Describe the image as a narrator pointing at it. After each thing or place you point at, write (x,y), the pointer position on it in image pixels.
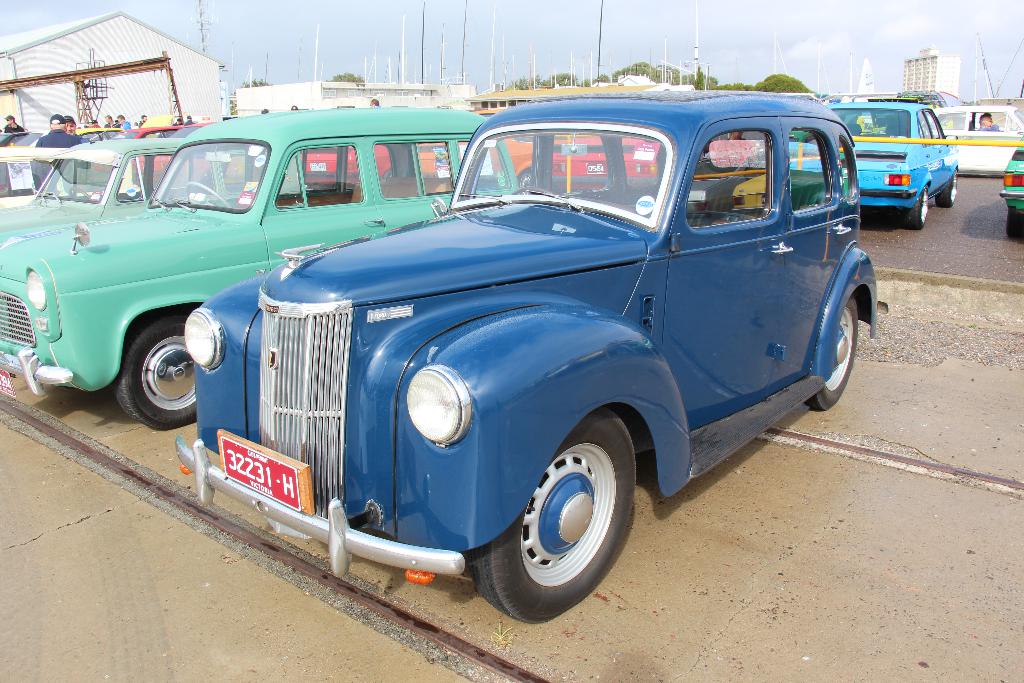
In the picture we can see a path (768,627) with some vintage cars (194,238) are parked on it and in the background (906,87), we can see some people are standing and near to them, we can see some house sheds (127,35) and poles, trees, building (956,84) and behind it we can see a sky (900,71).
